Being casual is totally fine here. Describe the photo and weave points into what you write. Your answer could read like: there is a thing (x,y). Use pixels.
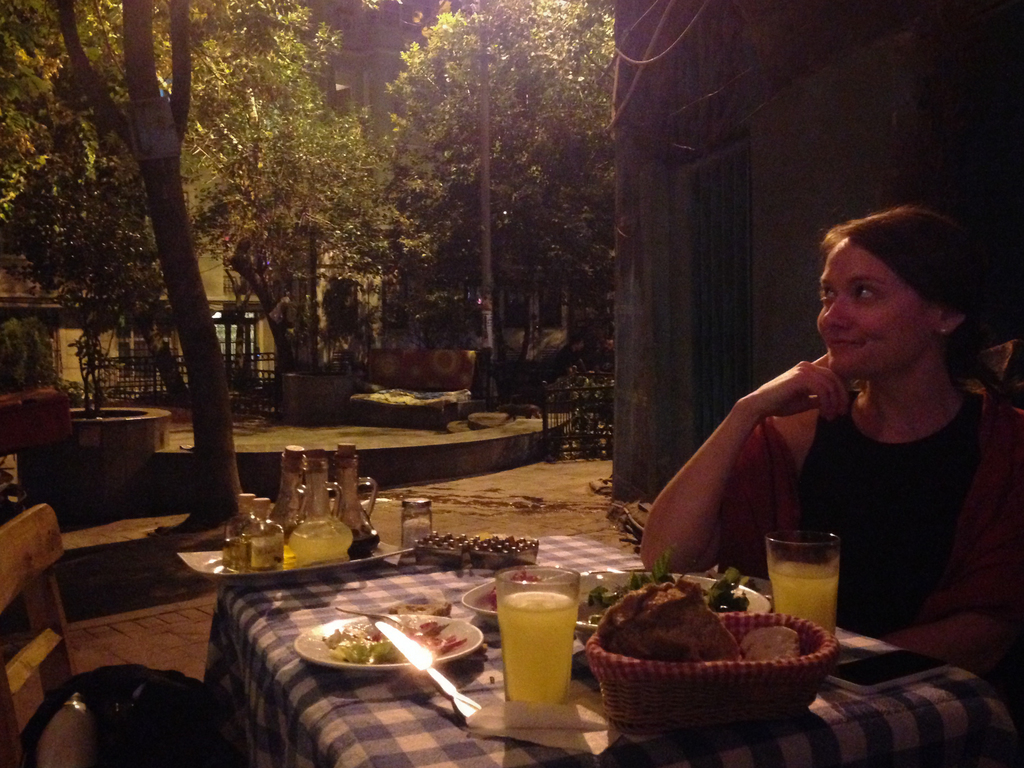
The right side of an image (948,519) there is a woman (928,505) sitting on the chair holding hands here juice glasses (818,593) and plates (391,663) on the left side of an image (193,359) there is a tree (198,323). This is the building (362,90).
